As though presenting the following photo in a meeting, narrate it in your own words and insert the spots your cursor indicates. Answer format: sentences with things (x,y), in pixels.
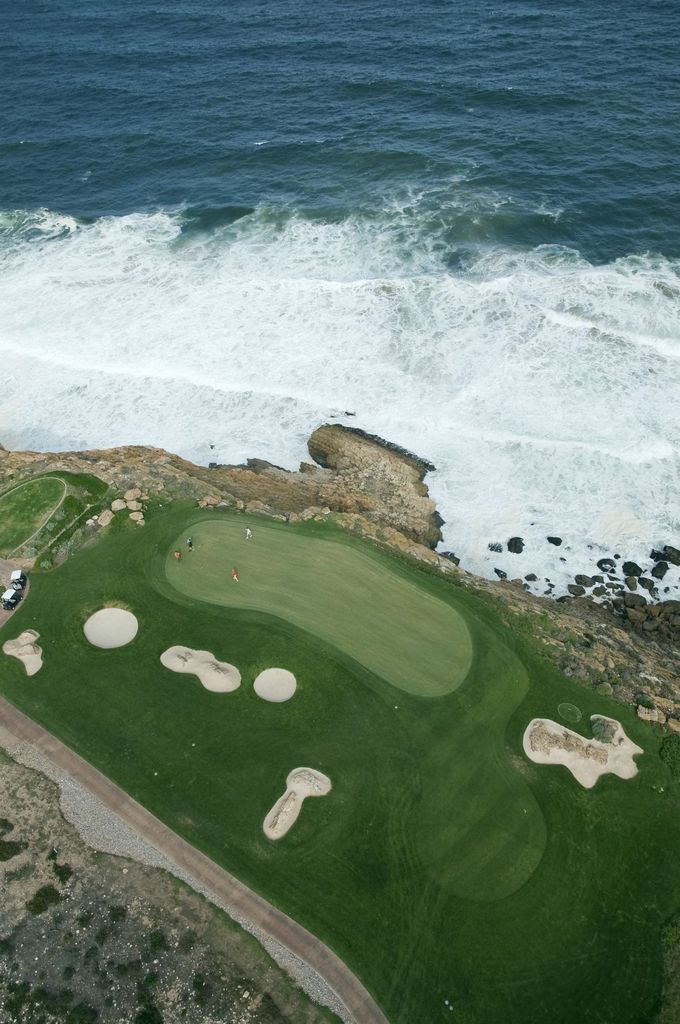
In the picture I can see the ocean (453,112). I can see the aerial photography and there are vehicles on the left side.
